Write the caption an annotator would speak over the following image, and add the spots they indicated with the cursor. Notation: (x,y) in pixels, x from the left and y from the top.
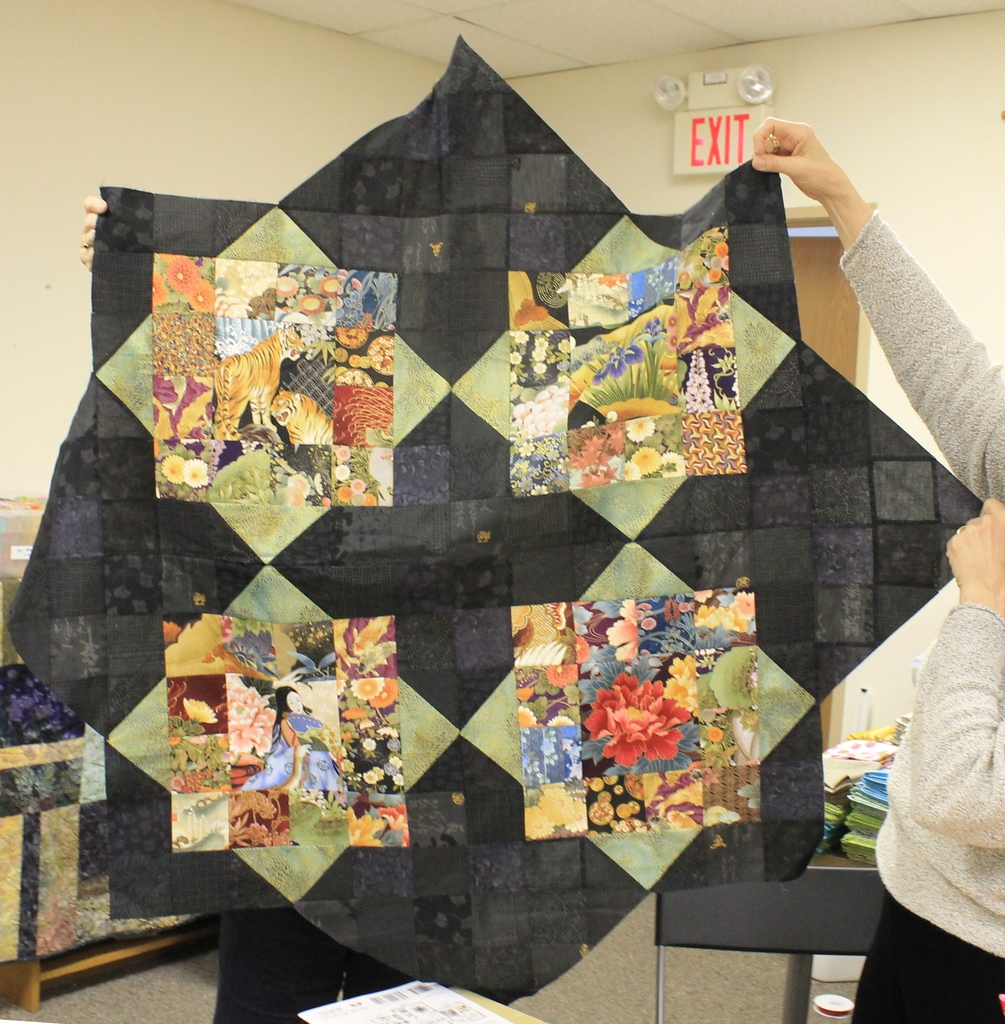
In this image we can see a black and green color cloth (407,501) and two persons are holding the cloth (584,630). Back ground of the image (223,82) roof (732,23), walls (265,115) and door (834,321) is present. Bottom of the image (717,940) one table (788,913) is there. On table (838,918) some things (844,815) are present.
